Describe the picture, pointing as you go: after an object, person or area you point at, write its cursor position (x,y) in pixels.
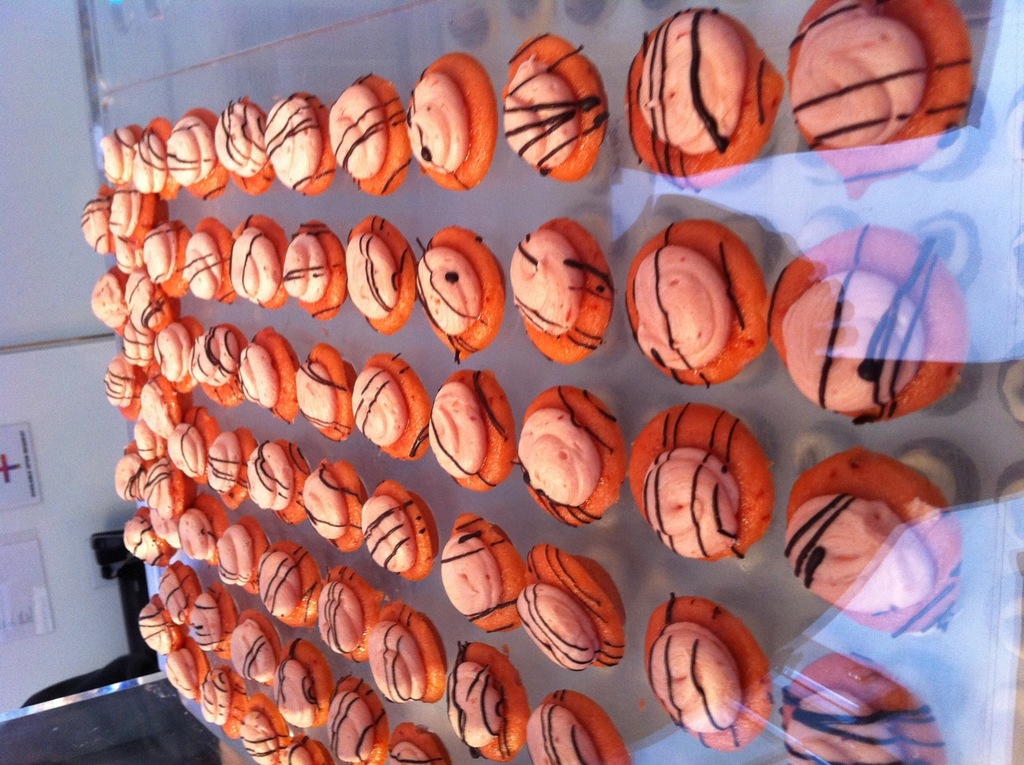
In this image we can see food items (211,670) in a showcase (340,327). On the left side (22,359), we can see a wall (55,459). On the wall (53,641) we can see few boards (40,596) with text (24,611).
